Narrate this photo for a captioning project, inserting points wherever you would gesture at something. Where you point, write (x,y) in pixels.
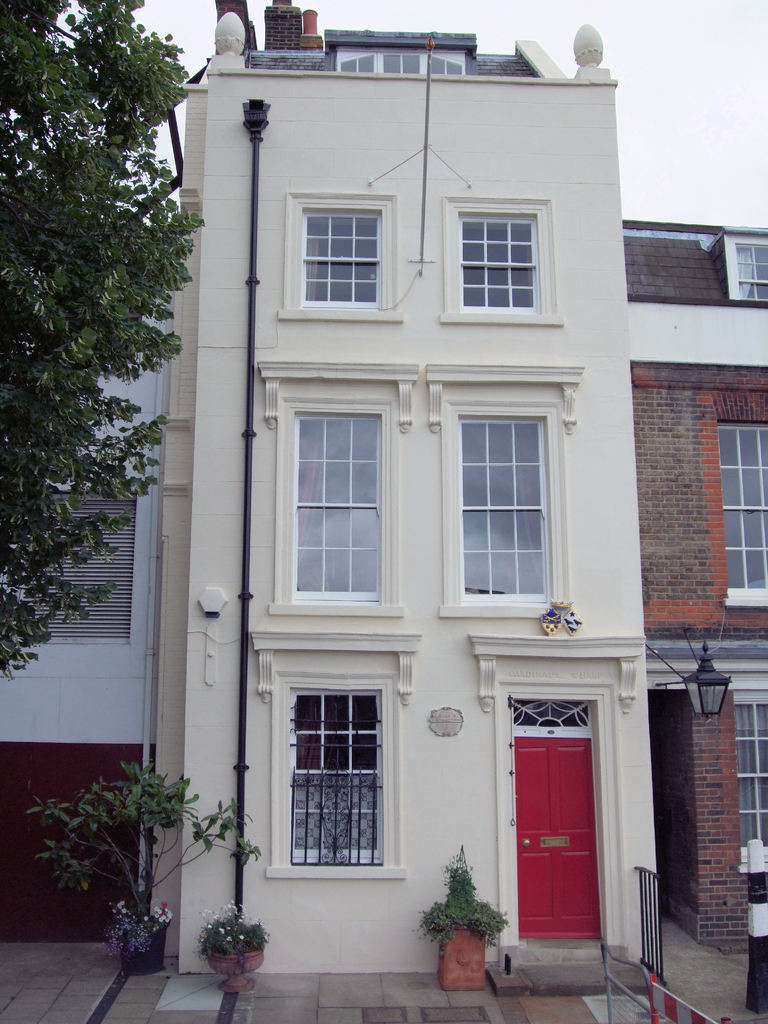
In this picture I can see few buildings (365,328), plants (460,890) and a tree (5,9) in the front (127,472) and I can see the sky (751,71) in the background (474,22). On the right side of this picture (654,962) I can see the railing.
